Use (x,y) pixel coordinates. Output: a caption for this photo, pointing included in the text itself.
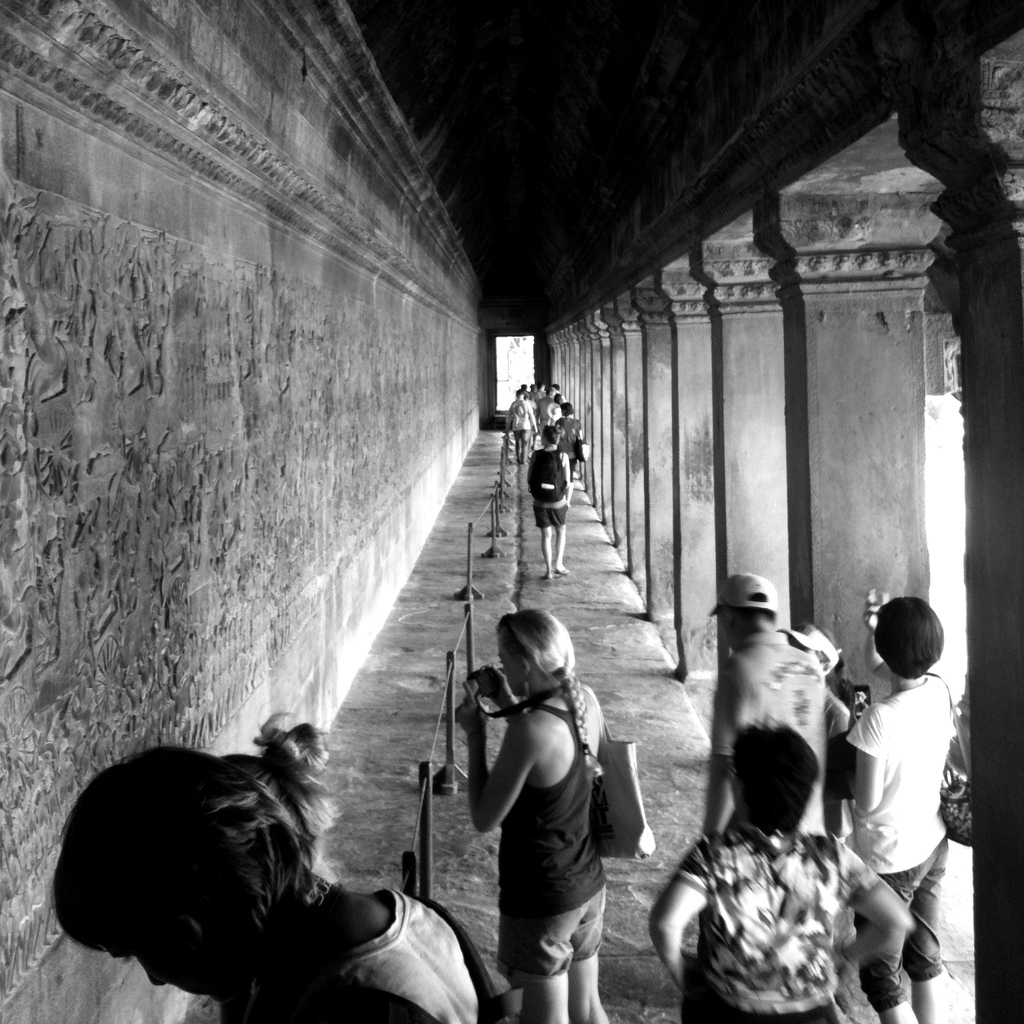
In this image we can see people (804,628) walking on the path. One woman (543,767) holding the camera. On the left side (208,540) Gray color wall (331,532) is there and right side (894,436) pillars (698,603) are there.
